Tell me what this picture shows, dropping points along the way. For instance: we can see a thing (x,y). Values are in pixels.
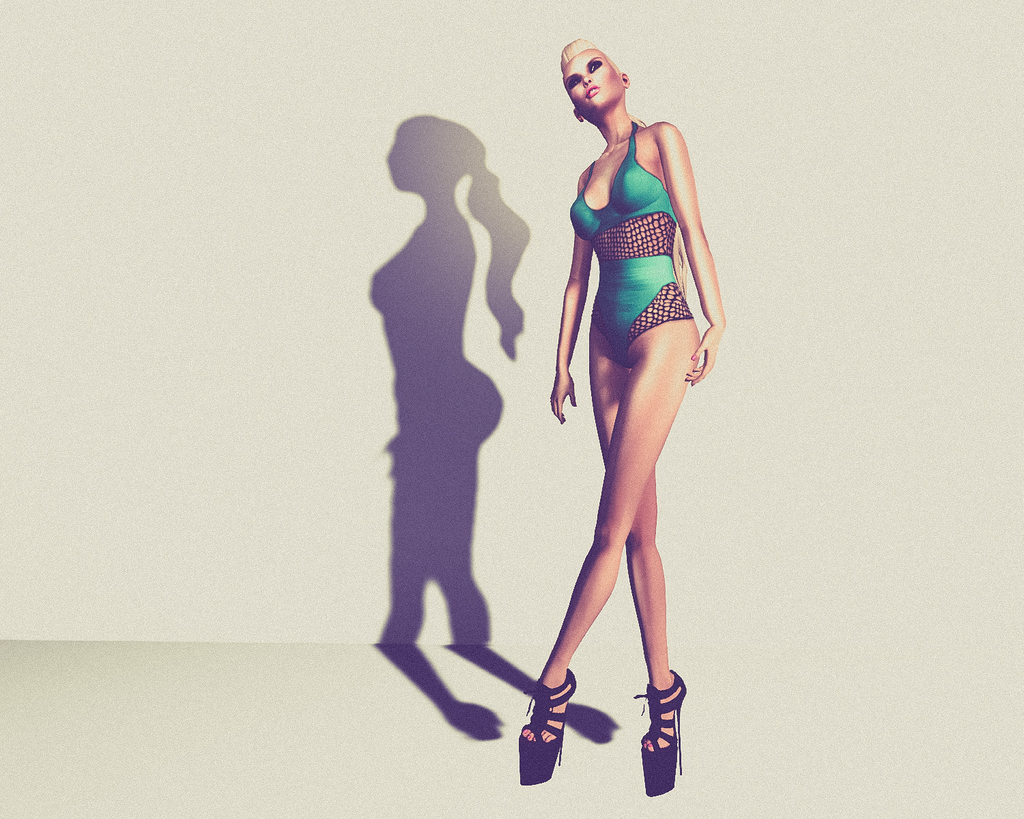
In the picture we can see a animated image of a woman (644,586) standing with high heels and green top (630,185).
